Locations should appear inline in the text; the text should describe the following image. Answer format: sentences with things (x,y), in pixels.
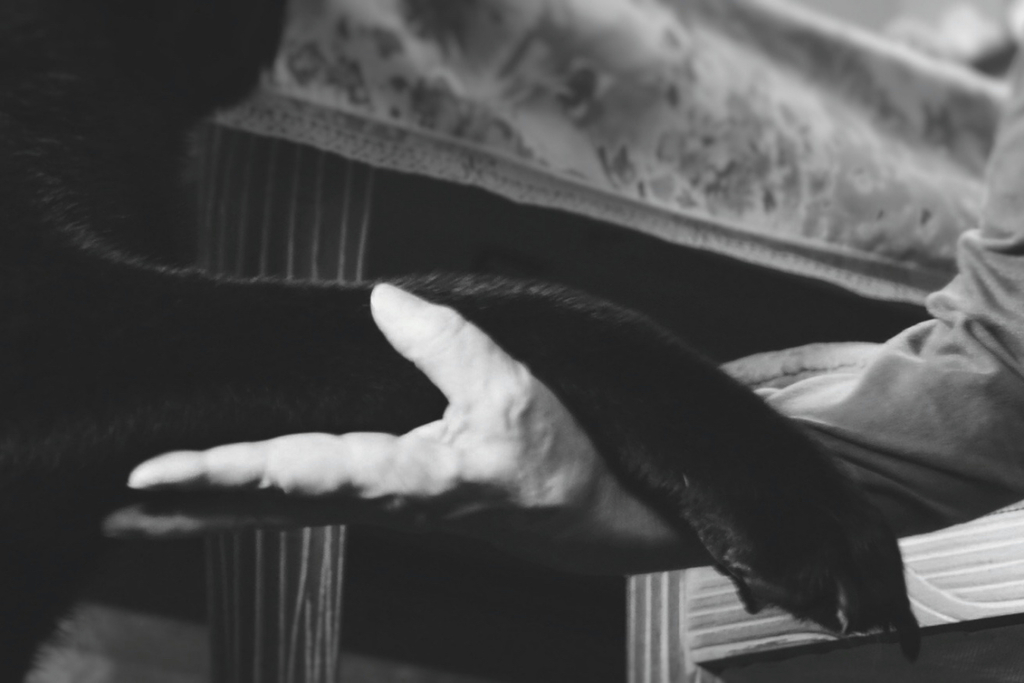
This is a black and white image, where we can see a person (438,335) holding an animal's leg (607,351), there is a table (570,187) in the background (694,73).
